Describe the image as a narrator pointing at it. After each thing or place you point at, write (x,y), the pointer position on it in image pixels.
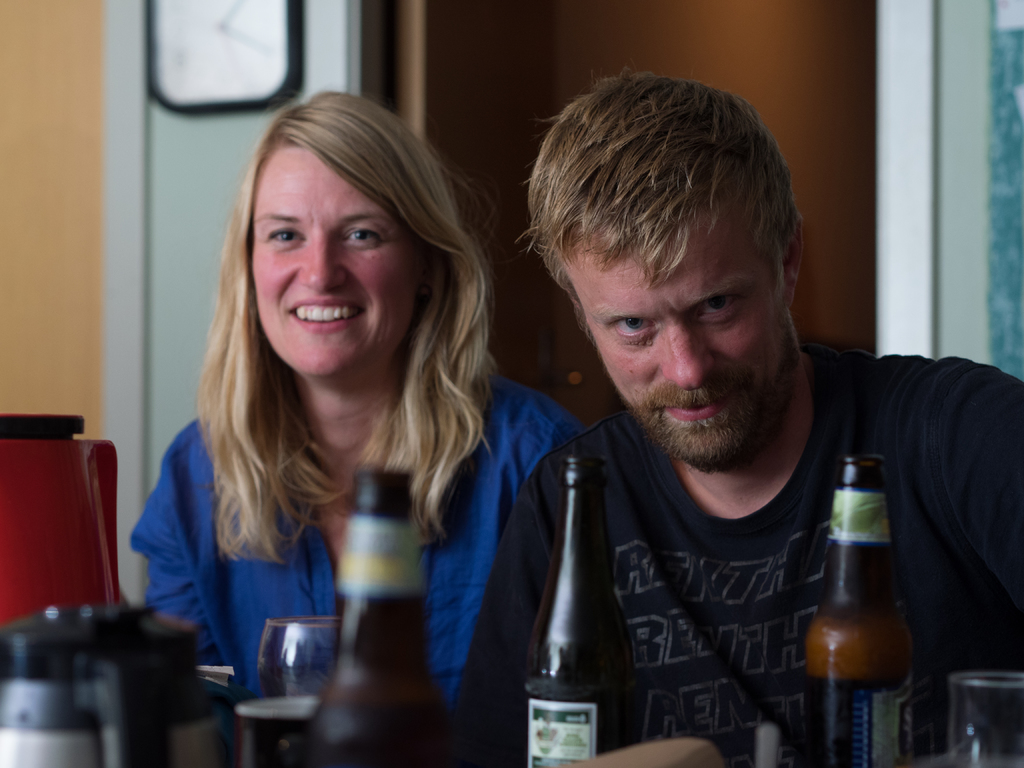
As we can see in the image there are two persons (338,335) sitting over here and there are bottles (865,664) in the front (381,697).
